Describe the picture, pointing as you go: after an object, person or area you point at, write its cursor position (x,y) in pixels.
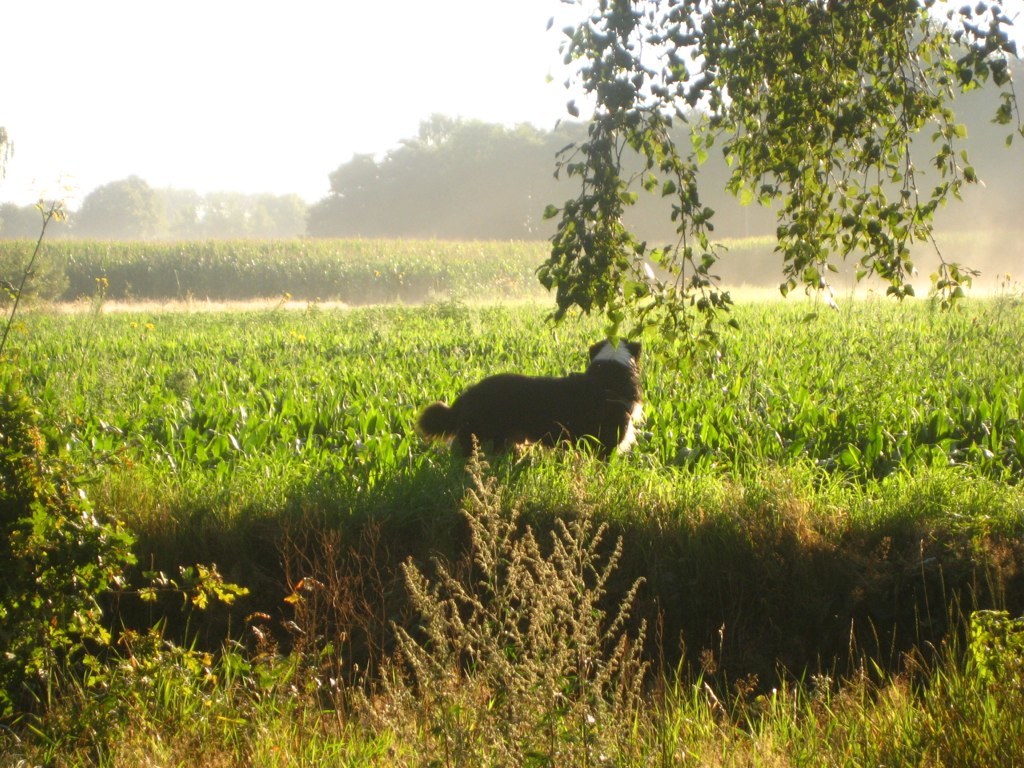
In this image we can see an animal (548,409) standing on the ground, plants (376,381), agricultural farms (483,261), trees (533,189) and sky (394,124).
